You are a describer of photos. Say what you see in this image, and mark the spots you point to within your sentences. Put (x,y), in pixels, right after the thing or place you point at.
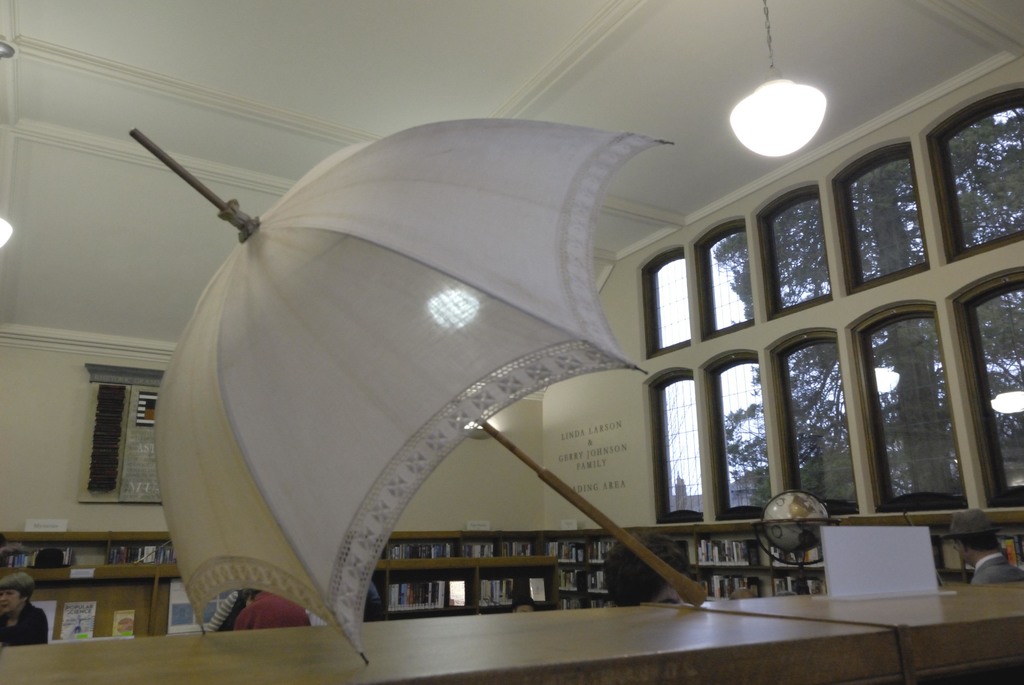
In the picture I can see an umbrella (520,246). I can see the wooden tables (681,610) at the bottom of the picture (562,622). There are books (458,581) on the wooden shelves (559,584). I can see the glass windows (722,334) on the top right side (860,194). I can see the lights (804,122) onto the roof (212,188). There are trees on the right side (1010,227) and I can see a few persons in the picture.
